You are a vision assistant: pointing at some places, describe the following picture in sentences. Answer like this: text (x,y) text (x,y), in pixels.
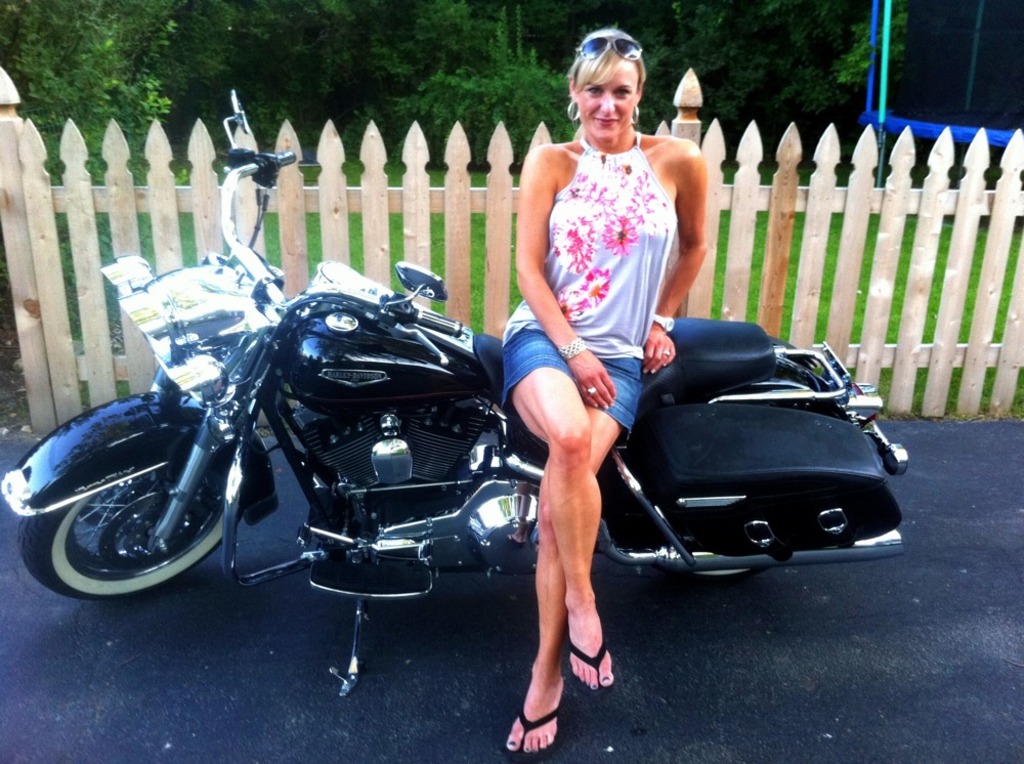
In this picture we can see a woman (546,417) sitting on the bike (420,489). She has goggles (601,52) on her head (626,107). This is road (901,625) and there is a fence (881,237). On the background (451,49) we can see some trees (793,61). And this is the grass (864,289).
